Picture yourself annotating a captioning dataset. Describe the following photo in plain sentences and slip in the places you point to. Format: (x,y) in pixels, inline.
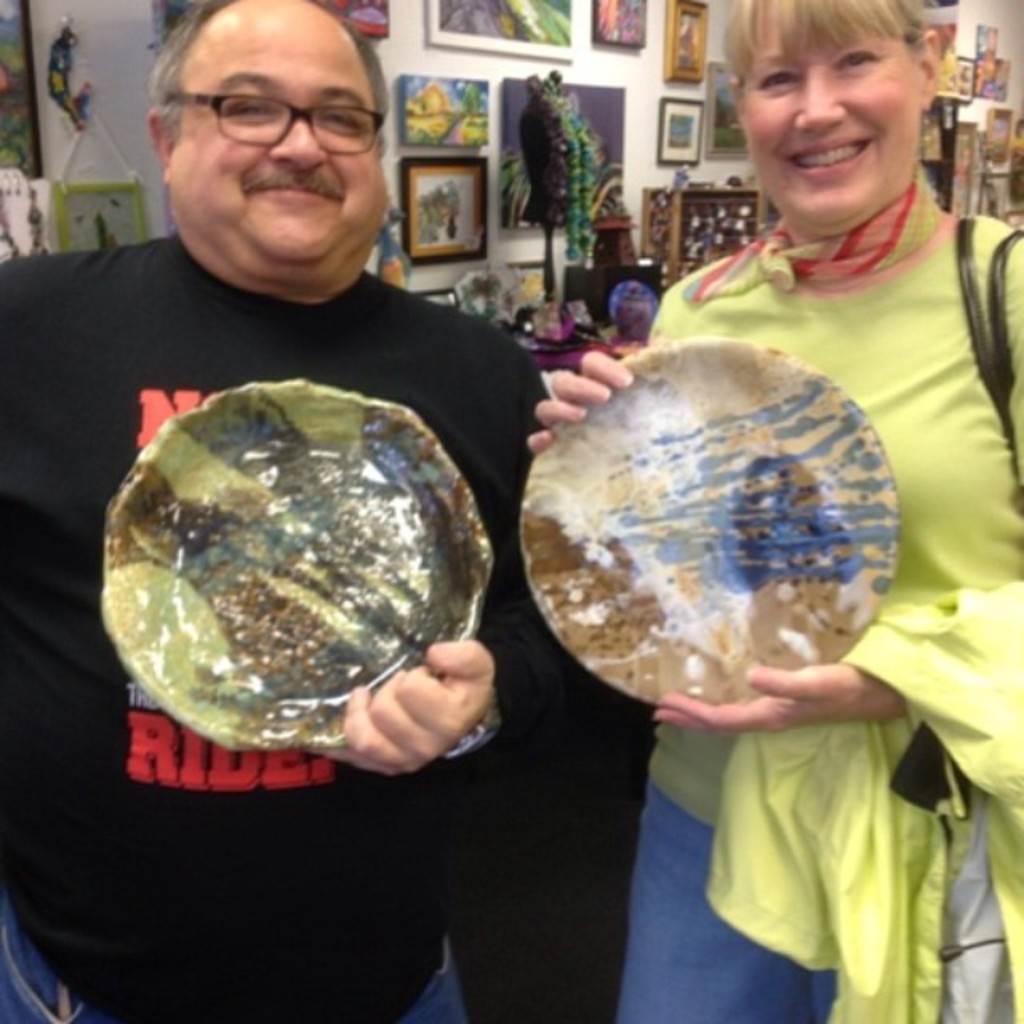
In this image there are two persons (353,265) in the middle (480,479) who are holding the plate (667,501). There is a girl (869,271) on the right side (869,311) and a man (361,242) on the left side (104,430). In the background (486,71) there is a wall (498,67) on which there are photo frames (462,93).
